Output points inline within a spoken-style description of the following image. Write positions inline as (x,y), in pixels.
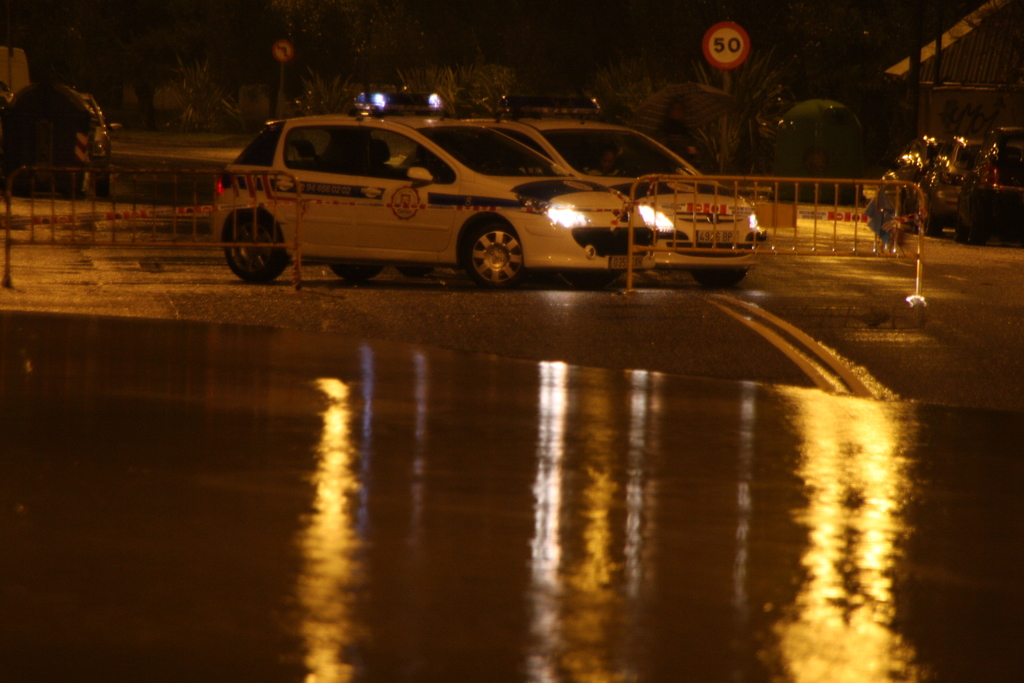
In this image there is a road (659,321), on that road (420,343) there are two vehicles (581,196) and a sign board (723,52), in the background (310,48) there are trees (765,101).
